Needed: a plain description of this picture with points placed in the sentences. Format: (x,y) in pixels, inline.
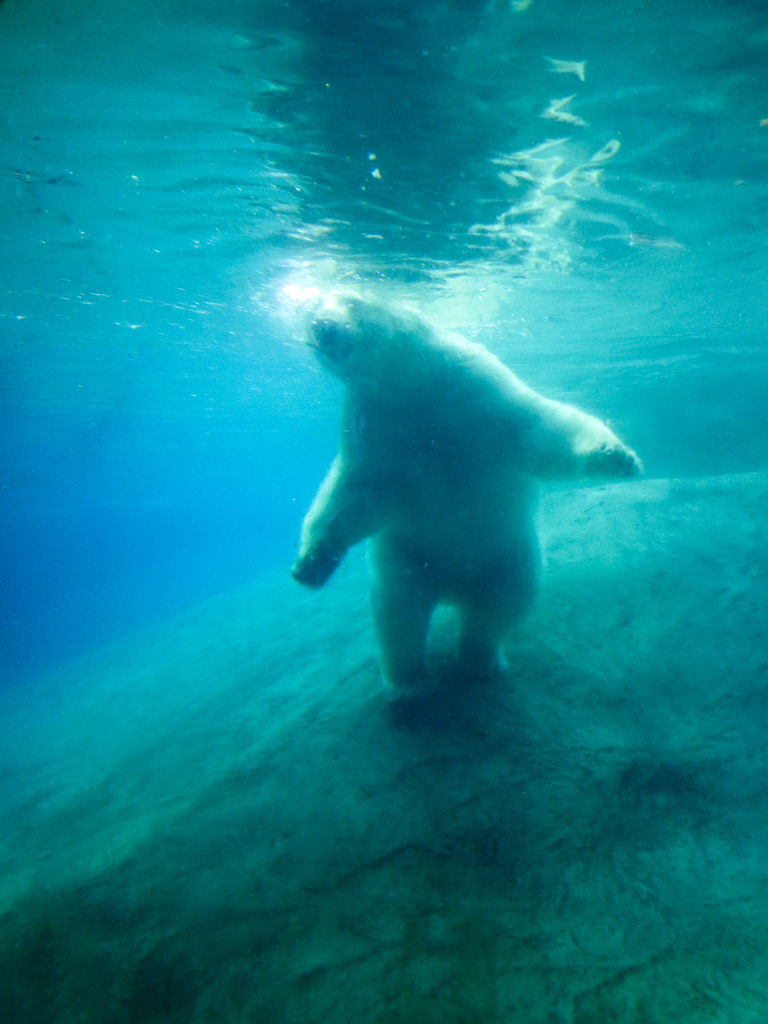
In the foreground of this picture (502,566), there is a polar bear (461,538) under the water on a big ball like surface (284,839).
